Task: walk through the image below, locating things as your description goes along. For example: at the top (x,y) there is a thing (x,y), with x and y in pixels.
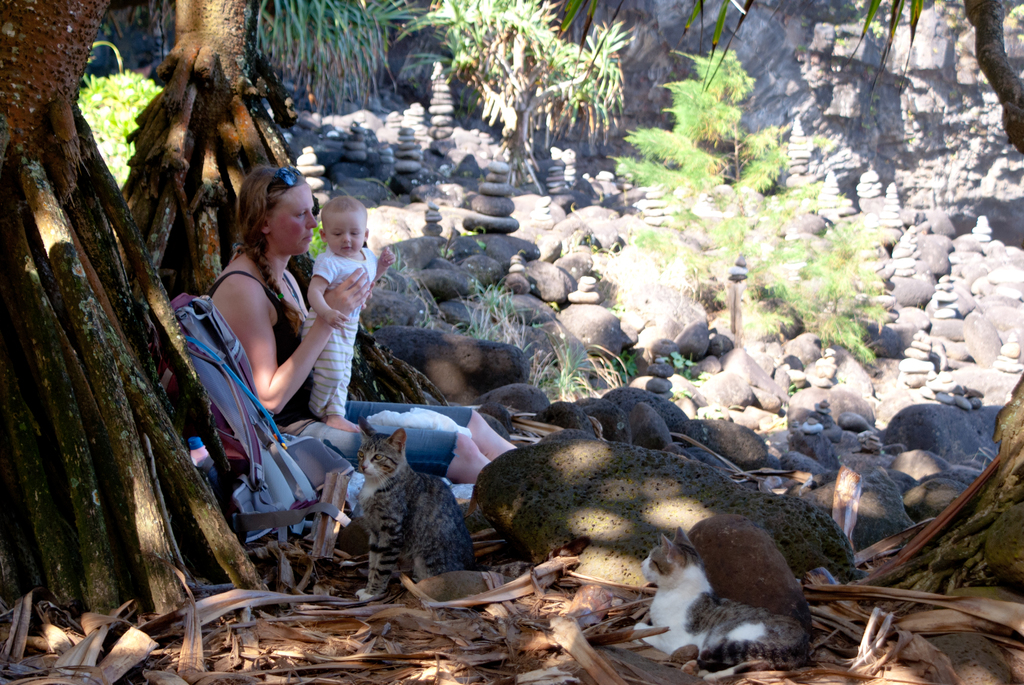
In this image I can see a woman (283,306) holding a baby (320,305), sitting on ground (329,619), beside the woman (316,333) I can see two cats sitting on floor (480,605) and I can see trunk of trees (106,366) visible on the left side (19,308) and in the middle (608,279) I can see stones (554,241) and plants (720,139).
